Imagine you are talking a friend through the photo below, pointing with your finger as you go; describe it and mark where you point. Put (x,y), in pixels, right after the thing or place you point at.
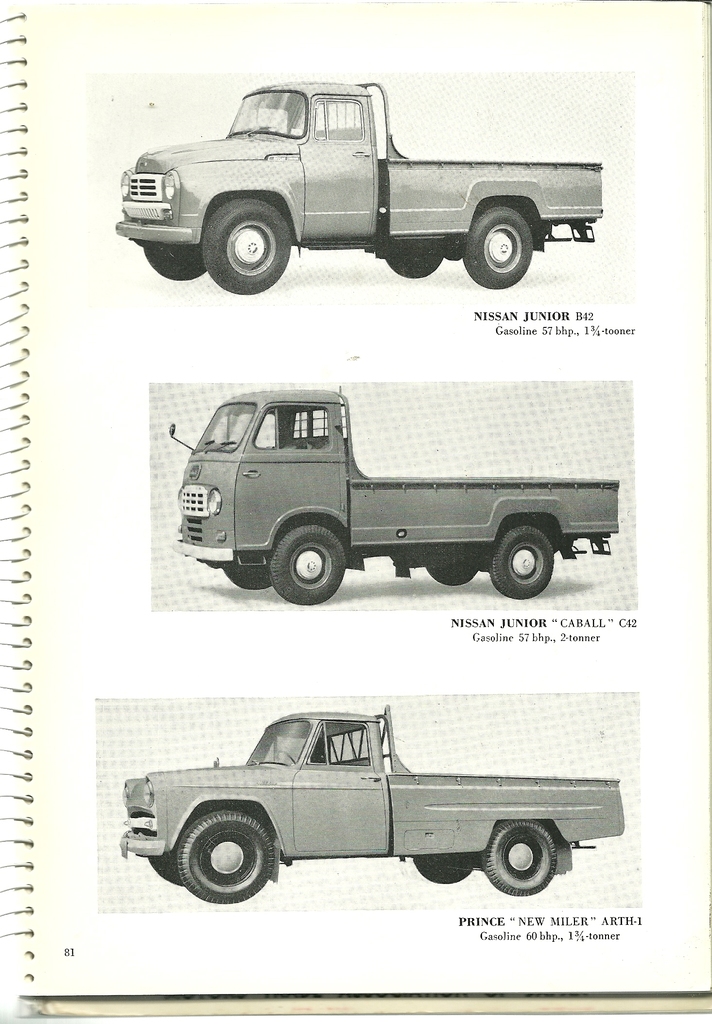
In this image we can see a book (135,429), in that there are pictures (362,206) of vehicles (307,538), also we can see the text (505,624), and the background (664,948) is white in color.
